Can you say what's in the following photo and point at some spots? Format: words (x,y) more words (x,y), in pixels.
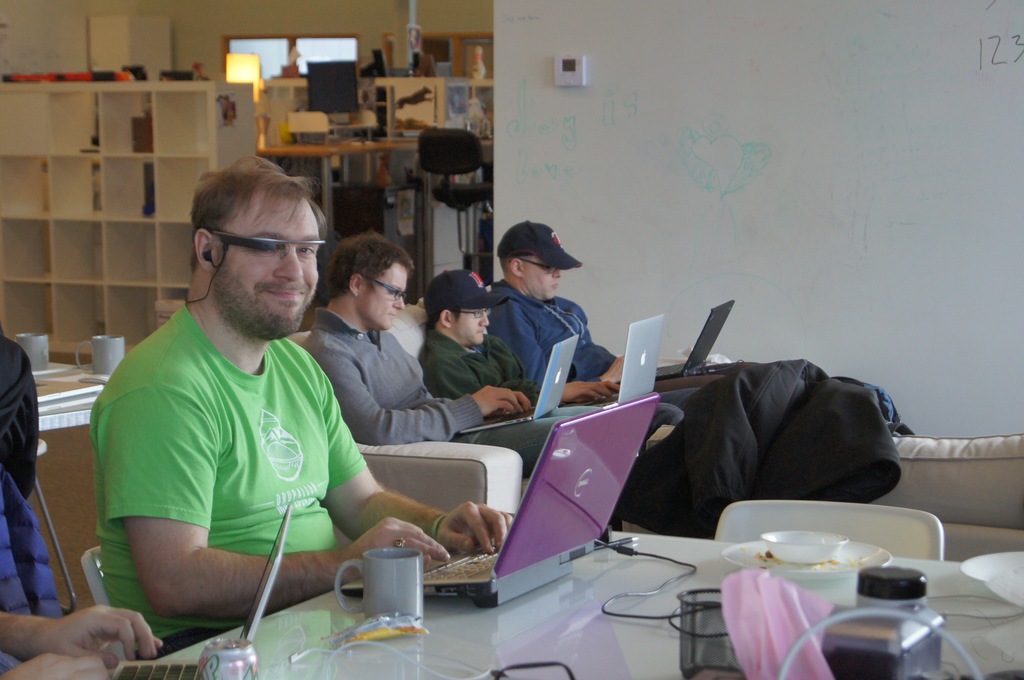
In this picture we can observe some people (293,378) sitting in front of the laptops (651,354). All of them are wearing spectacles (488,312). We can observe a table (450,615) on which there is a mug (382,567), plate (782,562) and a wire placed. We can observe white color chairs (754,517). There are some shelves (132,149) and a wall (672,142) in the background (699,90).
